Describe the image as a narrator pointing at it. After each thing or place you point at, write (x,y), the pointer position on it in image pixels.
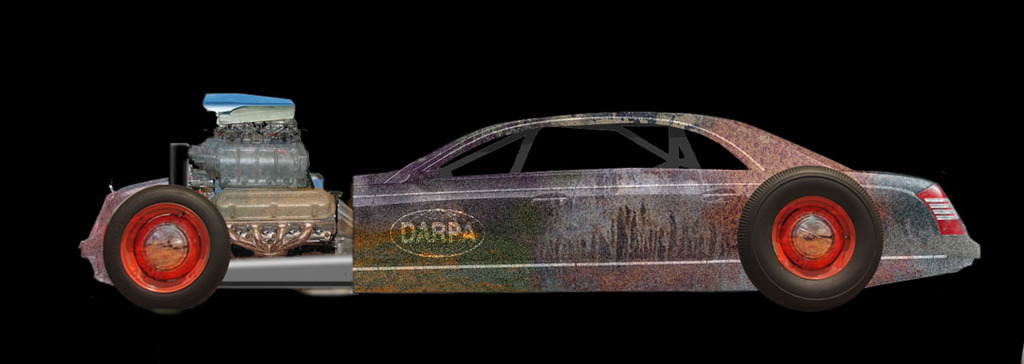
In this image we can see a toy vehicle (445,185) and the background (598,2) it is dark.
